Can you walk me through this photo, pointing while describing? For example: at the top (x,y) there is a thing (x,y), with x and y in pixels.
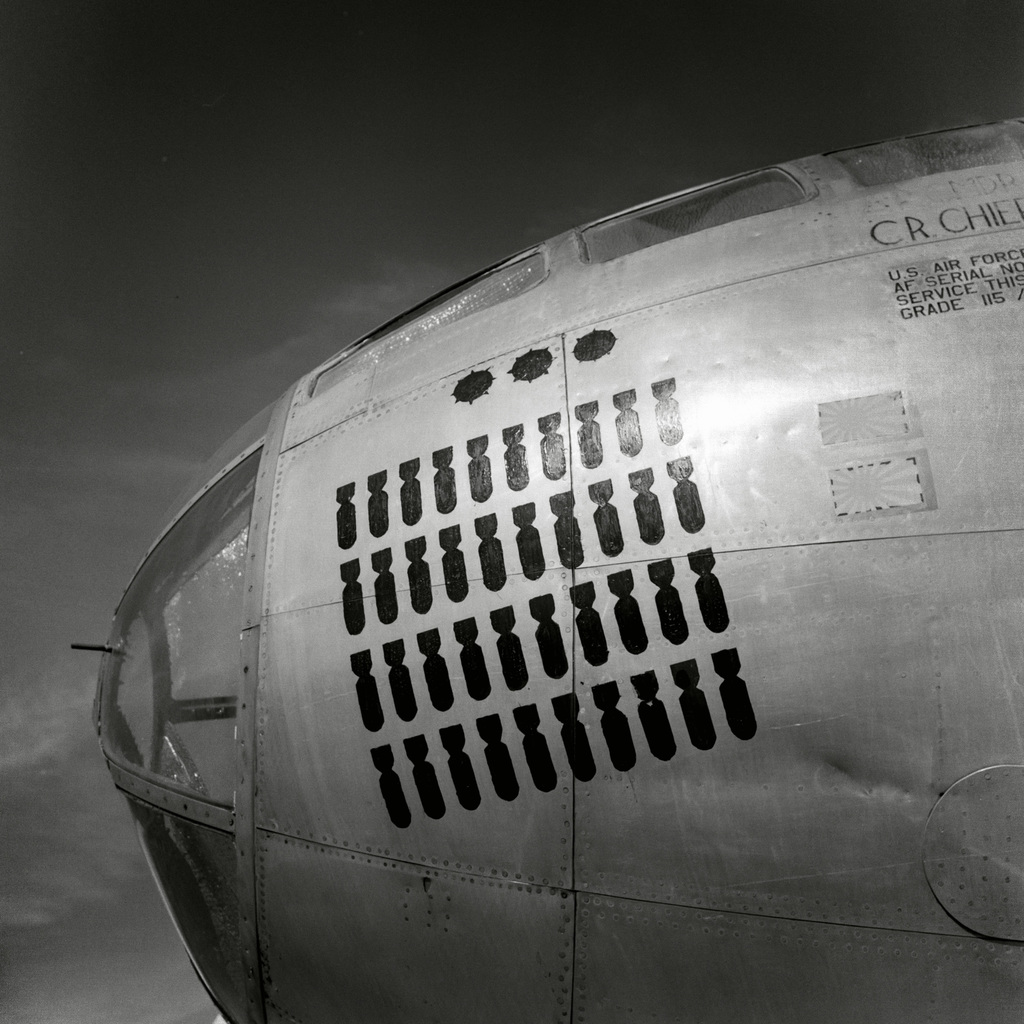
In this image I can see an object (478,510). Here I can see something written on the object (806,419). In the background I can see the sky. This picture is black and white in color.
